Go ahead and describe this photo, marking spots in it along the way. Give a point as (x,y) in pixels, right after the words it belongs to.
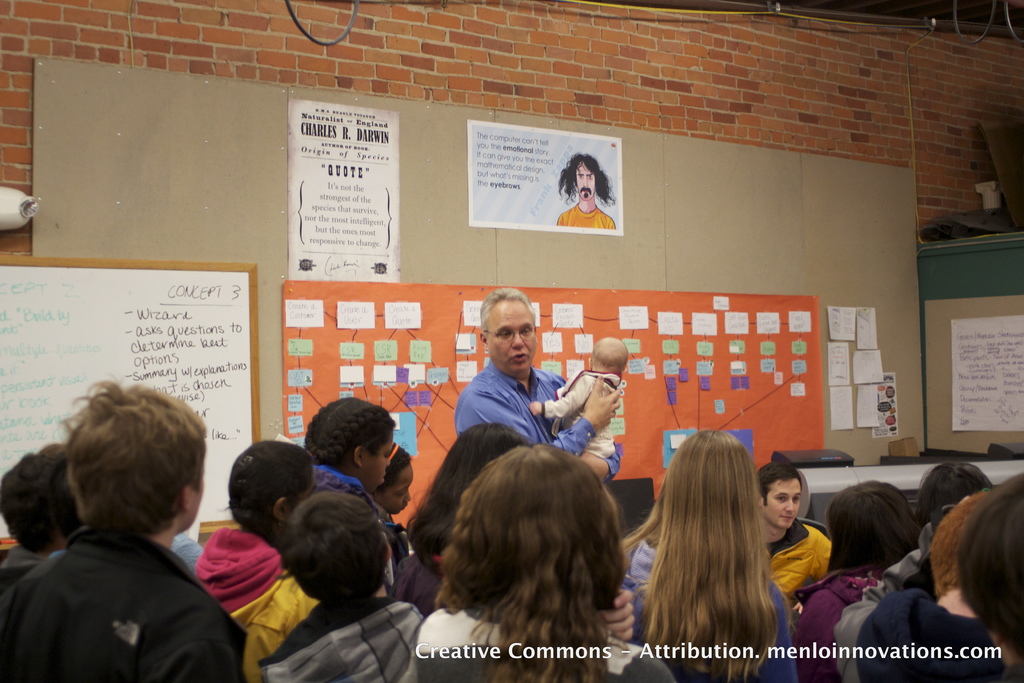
In this picture we can see a group of people (639,608) and in the background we can see a brick wall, boards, posters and some objects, in the bottom right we can see some text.
